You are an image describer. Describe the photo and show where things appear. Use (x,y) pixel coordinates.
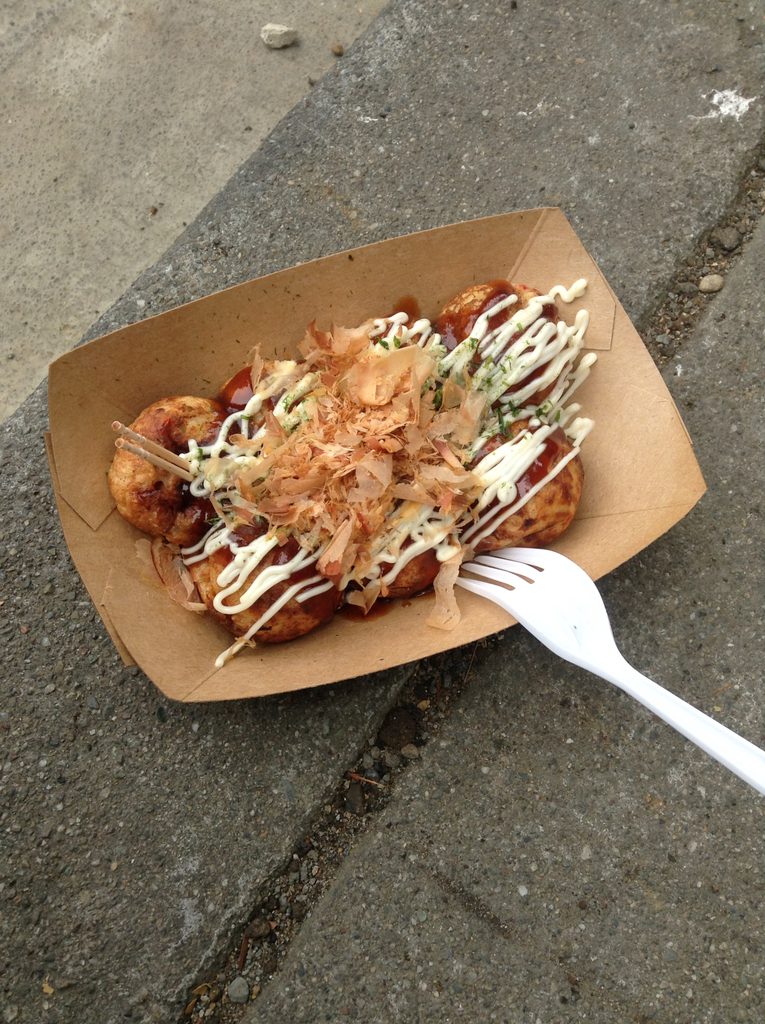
In this image there is a paper cup (451,250) which has some food (385,545) in it. On the food (365,409) there are sauce (242,377), mayonnaise (537,364) on it and there is a white fork (521,573) and two toothpicks (161,448) in it. The cup (231,323) is kept on the floor (346,130).
